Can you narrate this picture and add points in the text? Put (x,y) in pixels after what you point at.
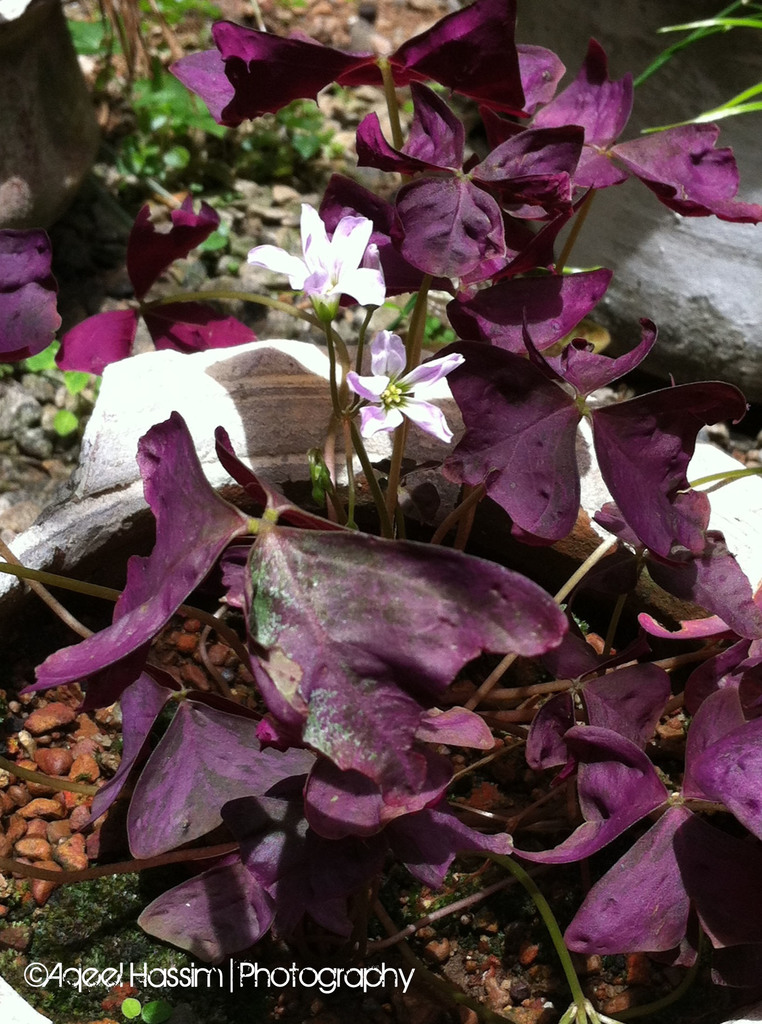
In this picture we can see a house plant (245,805) with flowers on the ground (488,909) and in the background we can see an object (207,433), some stones (270,330), grass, at the bottom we can see some text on it.
